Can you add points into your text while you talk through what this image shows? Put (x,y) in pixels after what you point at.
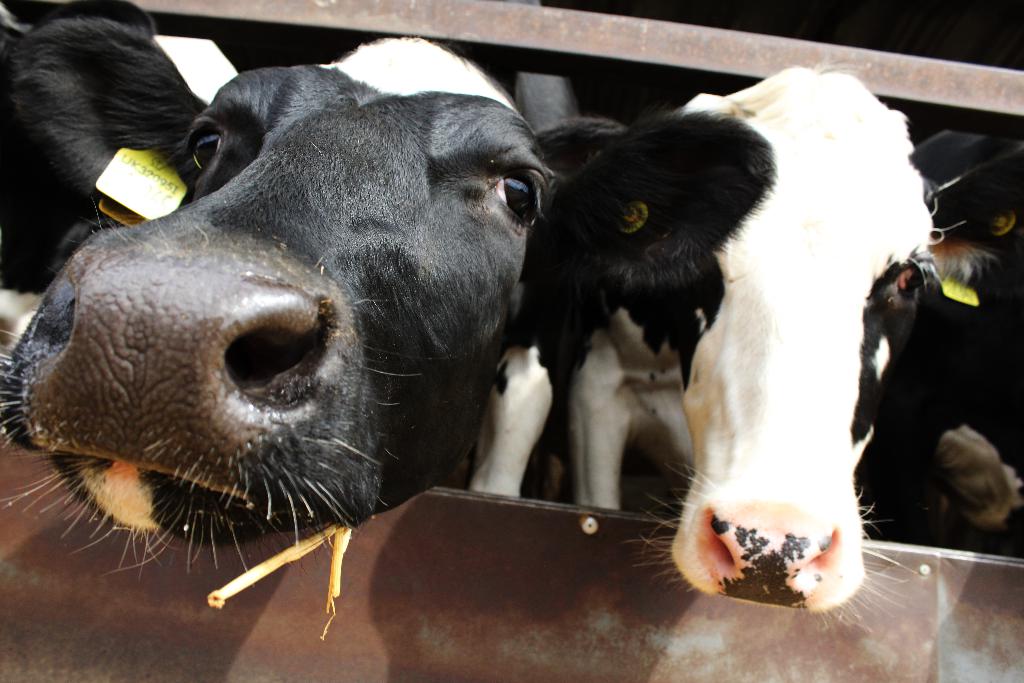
In this image we can see cow faces (666,228) with tags (143,190).
